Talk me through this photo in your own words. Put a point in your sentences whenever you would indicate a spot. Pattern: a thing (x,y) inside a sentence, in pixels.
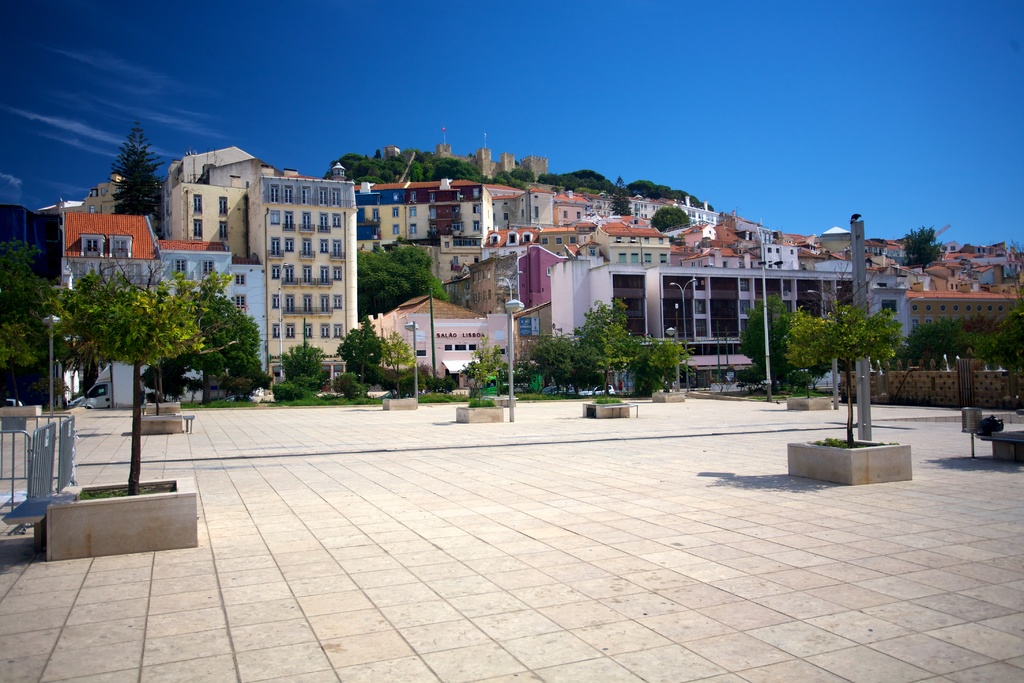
In the middle of the image (413,276) there are some trees (173,301) and plants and poles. Behind them there are some buildings (315,215). At the top of the image (895,6) there are some clouds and sky (836,54).
